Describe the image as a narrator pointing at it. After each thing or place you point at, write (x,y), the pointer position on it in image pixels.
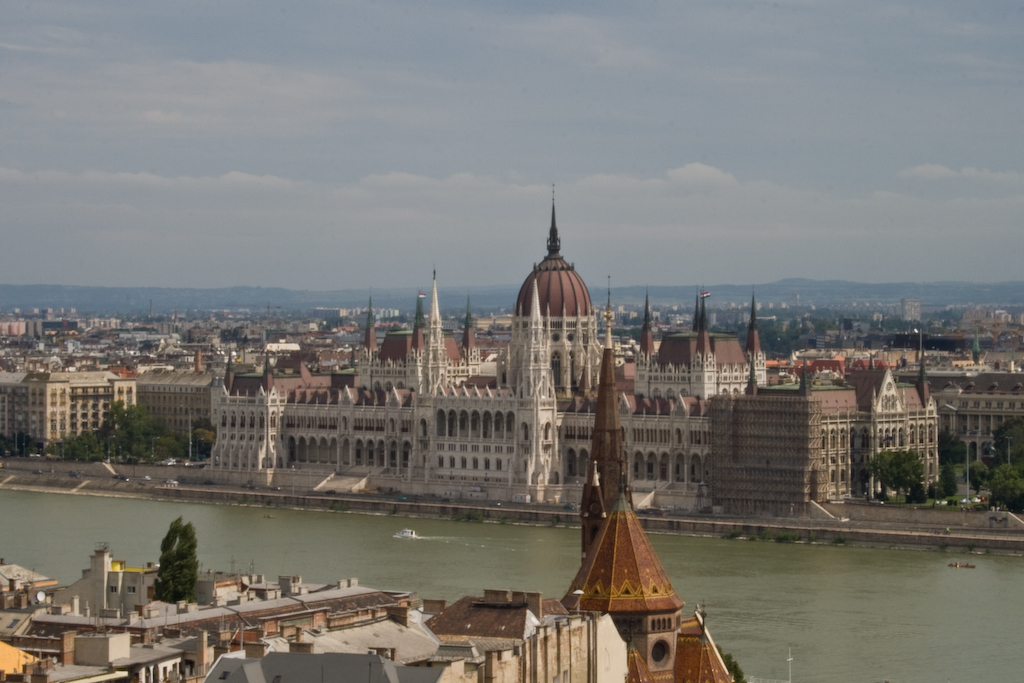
This is an outside view. At the bottom (968,612) there is a river (806,611) and I can see a boat (403,534) on the water (398,558). In the middle of the image (476,429) there are many buildings (186,411) and trees (112,429). At the top of the image (632,87) I can see the sky (416,111) and clouds (207,103).
